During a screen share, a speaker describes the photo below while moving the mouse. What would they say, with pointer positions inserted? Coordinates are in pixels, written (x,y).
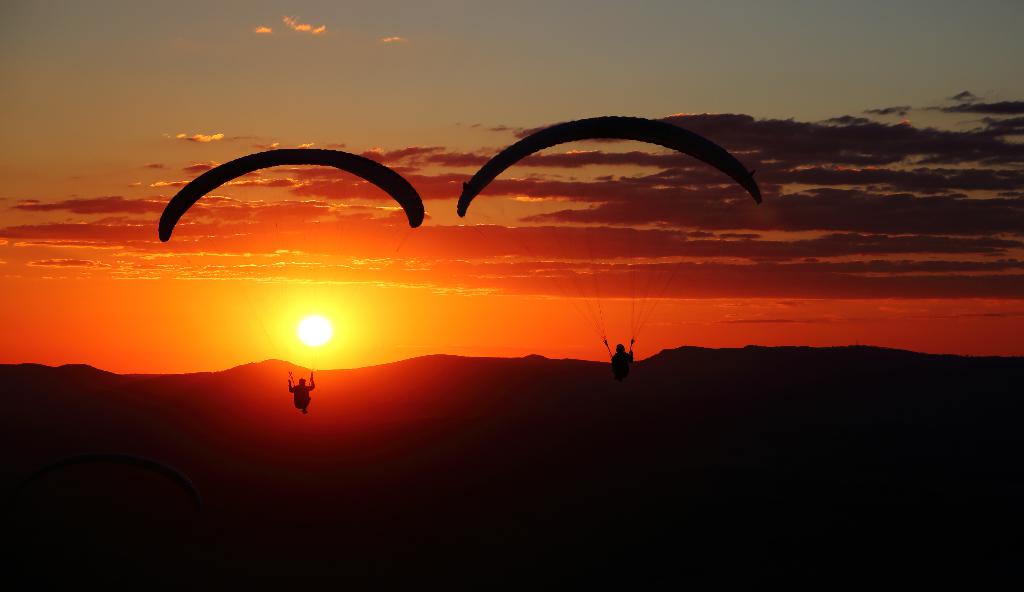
In this image I can see two people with the parachutes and these people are in the air (514,336). In the background (491,409) I can see the mountains (446,443), sun (325,325), clouds (564,270) and the sky (402,219).
